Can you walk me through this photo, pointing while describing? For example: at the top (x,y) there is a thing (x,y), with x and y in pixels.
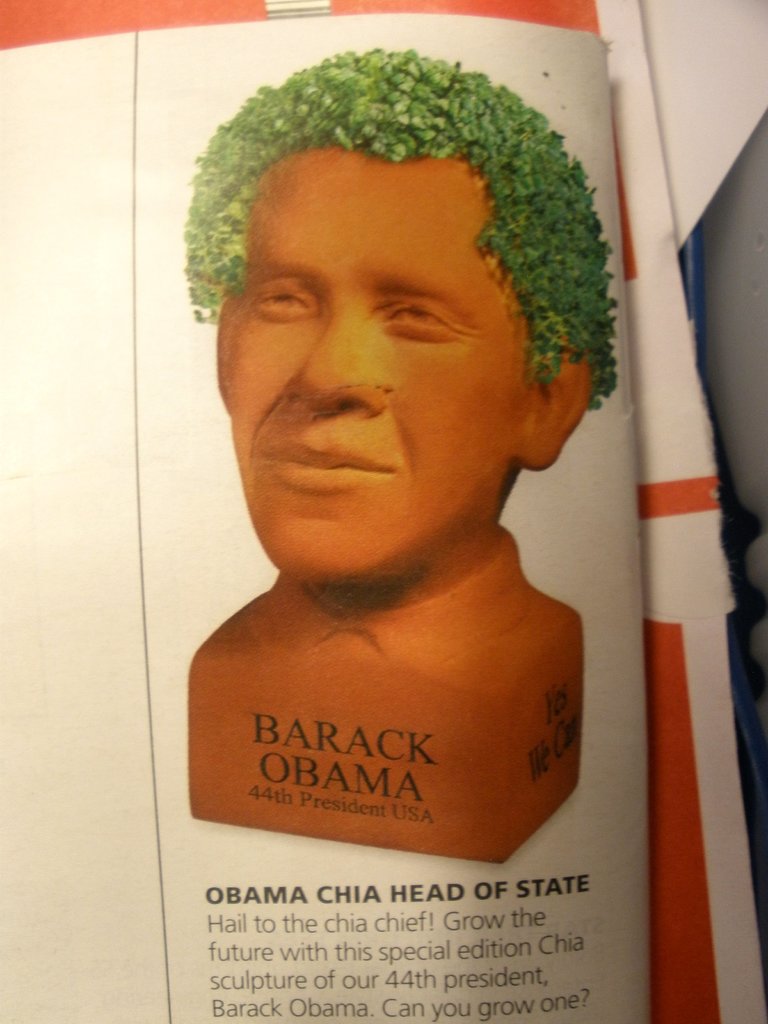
In this image I can see a statue (393,356) of the person face (407,276) and it is in brown color and something is written on the white paper (172,740).
